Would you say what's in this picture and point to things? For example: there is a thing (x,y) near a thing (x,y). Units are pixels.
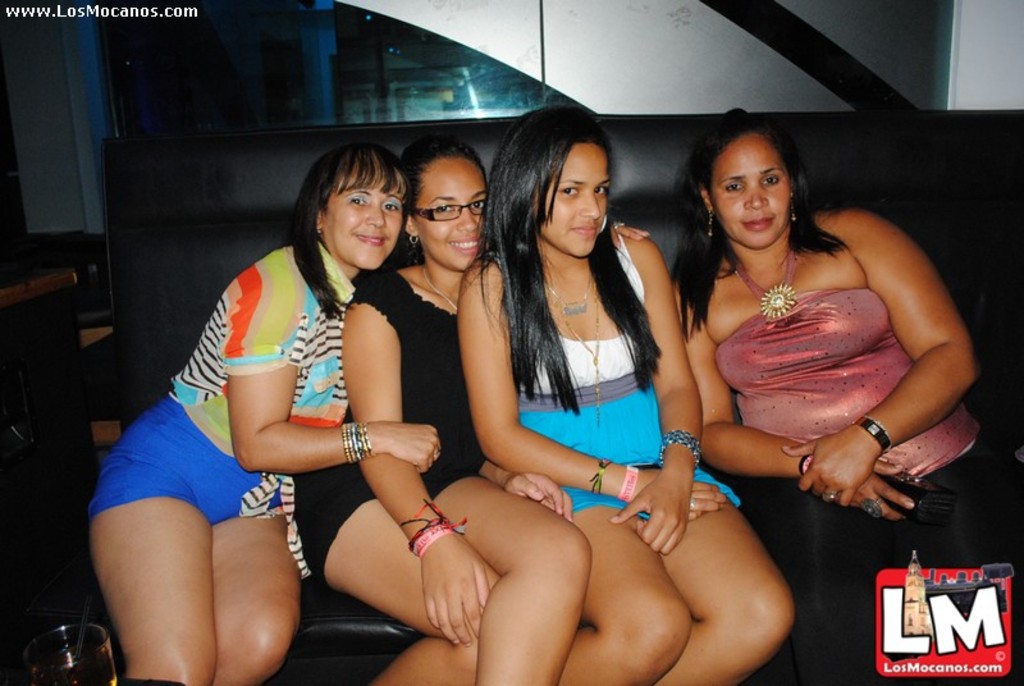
In this image there are four women (566,436) sitting on a sofa (813,171), on the bottom left (63,624) there is a glass (43,665), on the top left (49,7) there is text (29,11), in the background (1000,27) there is a wall (706,84), for that wall (552,63) there is glass (416,71), on the bottom right (893,623) there is a logo (911,605).
